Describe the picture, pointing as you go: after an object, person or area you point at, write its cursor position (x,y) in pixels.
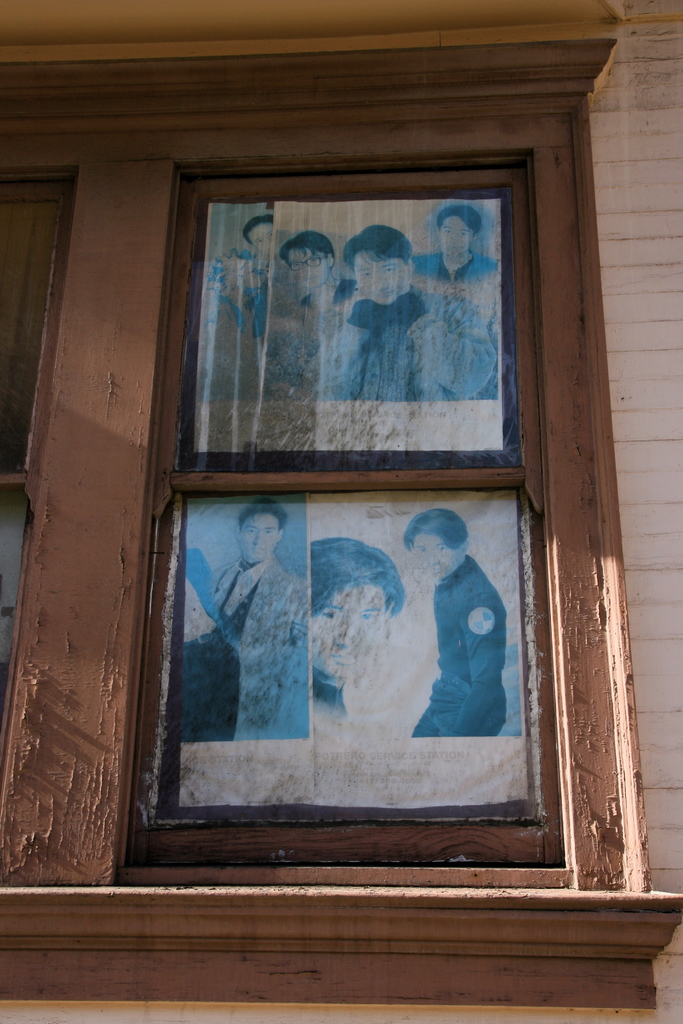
There are two pictures (401,398) attached to a window (402,448).
